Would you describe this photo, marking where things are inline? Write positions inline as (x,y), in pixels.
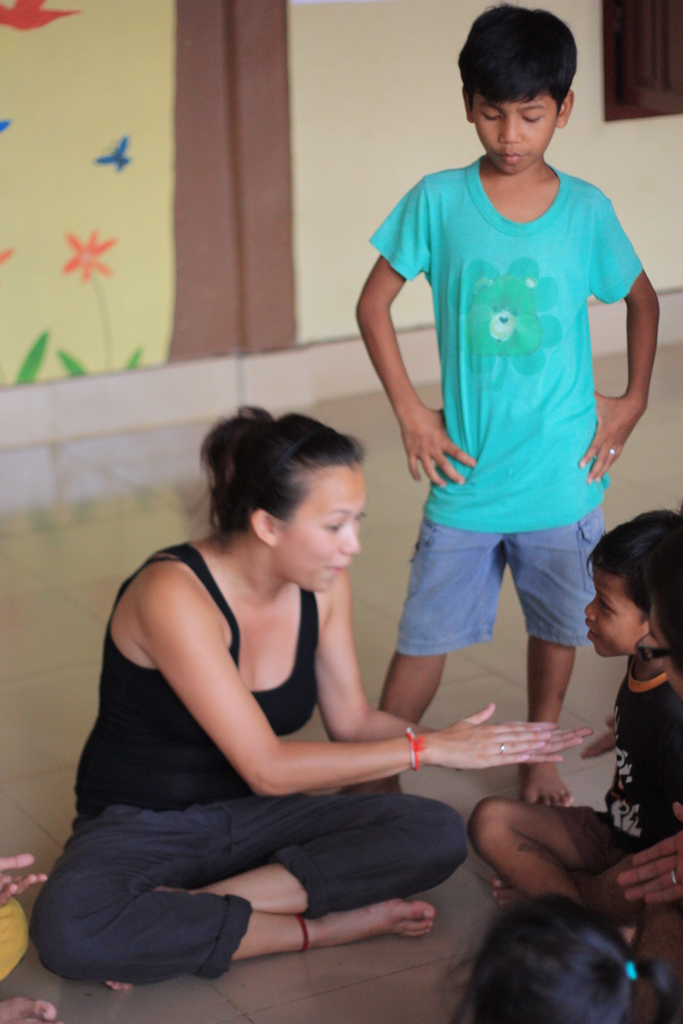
In this picture we can see a group of people (330,804) on the floor (461,778) and in the background (672,117) we can see a window (668,10) and a wall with a painting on it.
